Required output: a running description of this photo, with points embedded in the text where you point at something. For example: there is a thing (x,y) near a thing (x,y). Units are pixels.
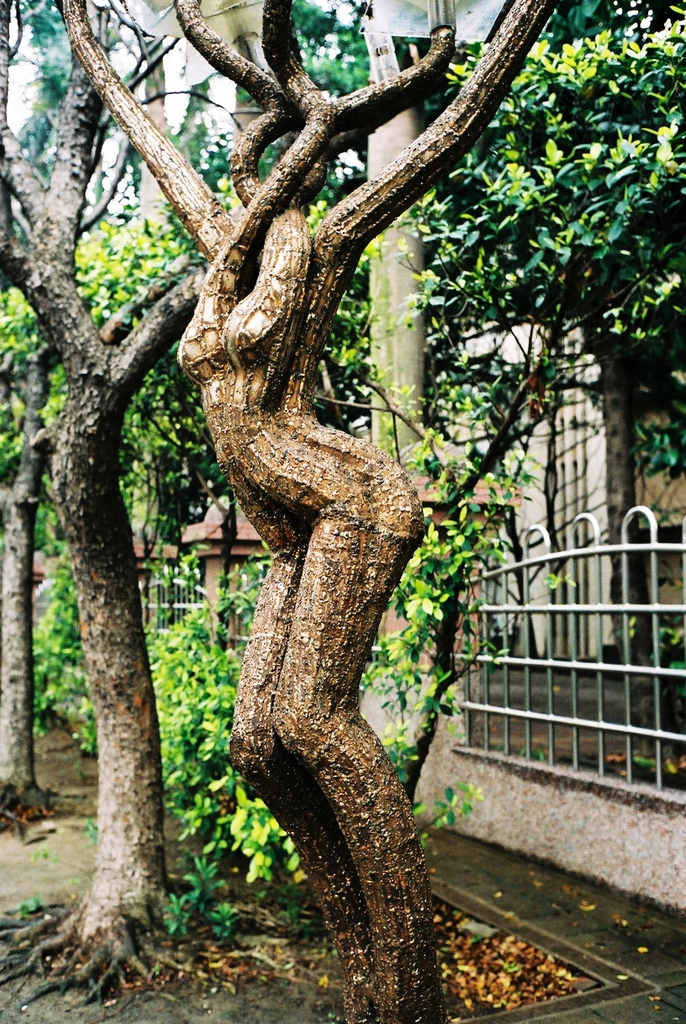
In this picture I can observe some trees (295,702). On the right side (600,746) there is a railing (608,607). In the background (582,506) I can observe some buildings (571,492).
